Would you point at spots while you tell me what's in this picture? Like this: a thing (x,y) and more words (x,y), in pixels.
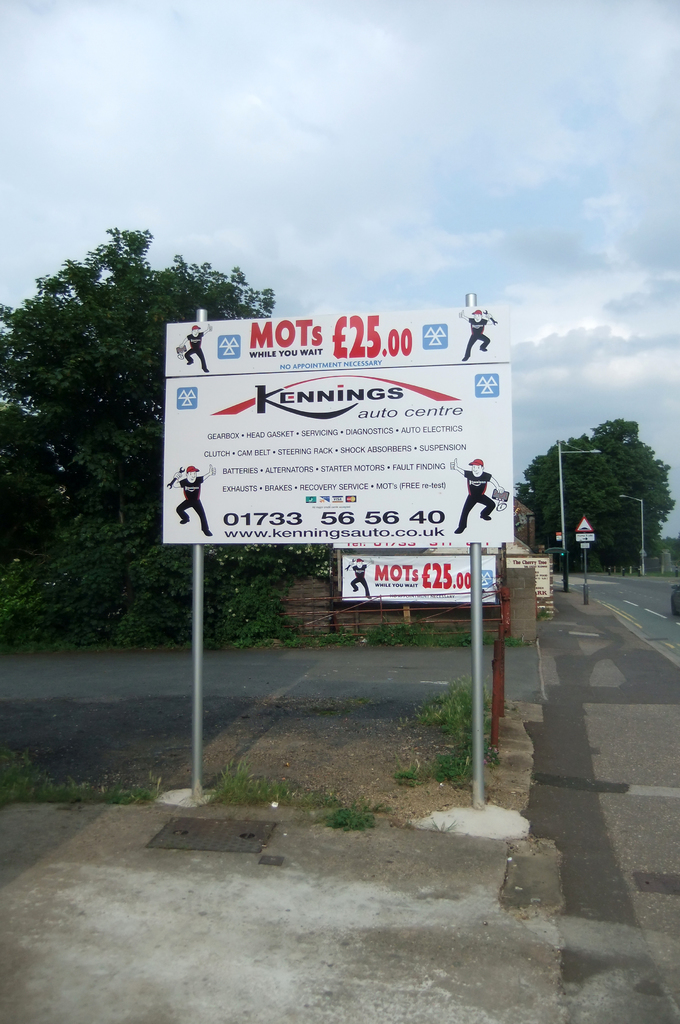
In this picture we can see the road (642,606), here we can see boards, poles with lights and in the background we can see trees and the sky (579,225).
